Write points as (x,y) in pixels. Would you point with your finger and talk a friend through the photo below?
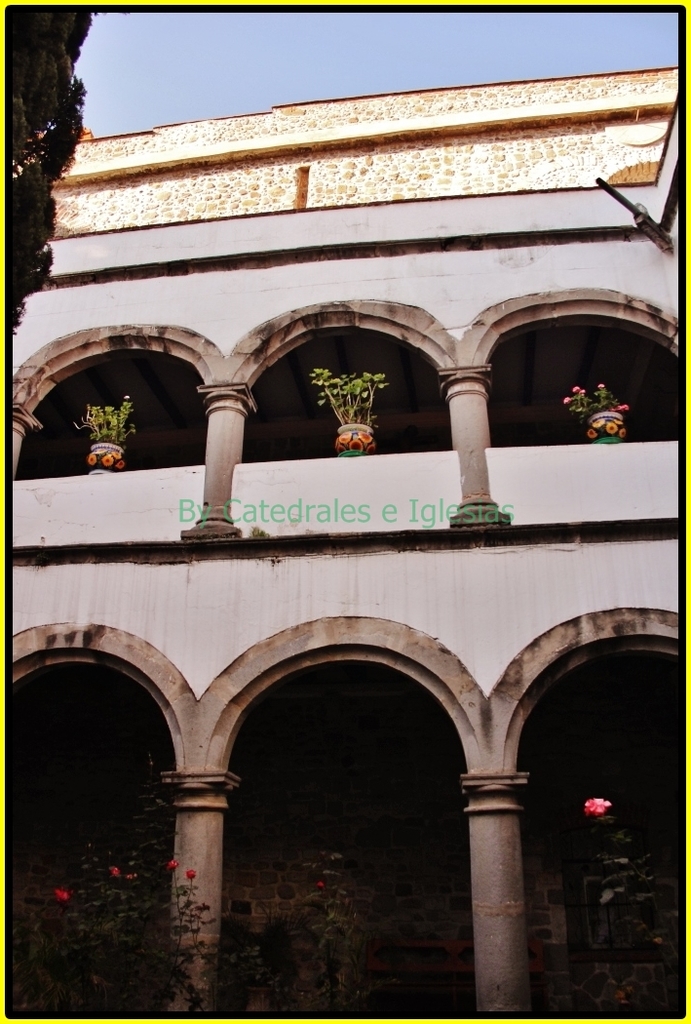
In this picture I can observe a building (316,656). In the bottom of the picture (79,915) I can observe plants (134,913). In the top of the picture (228,88) I can observe sky (287,73).
